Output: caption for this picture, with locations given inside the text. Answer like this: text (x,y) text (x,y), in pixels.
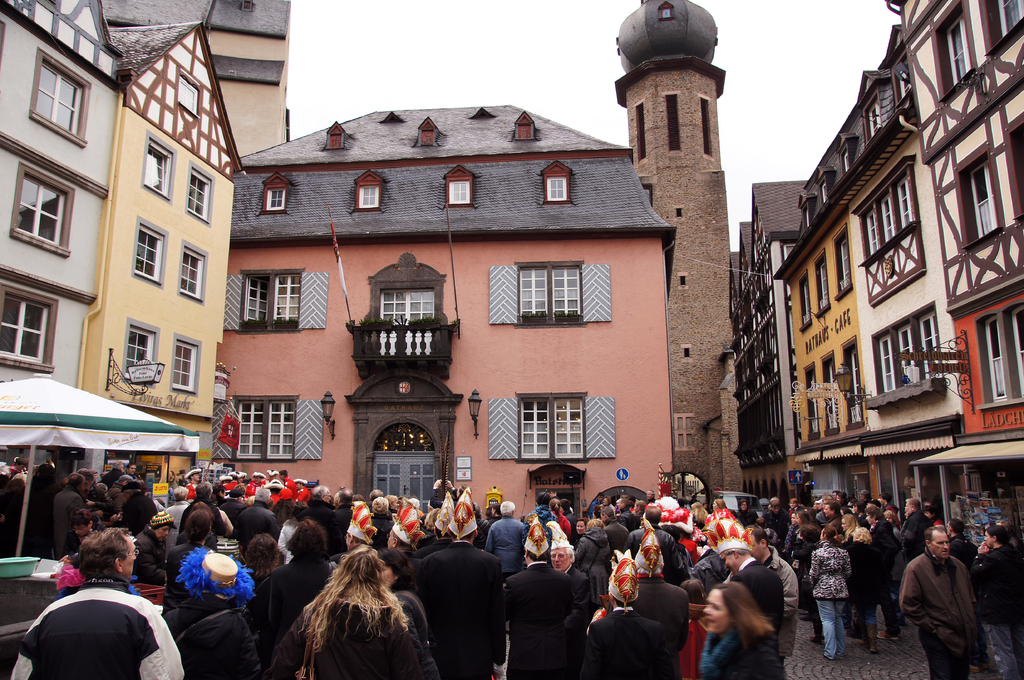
In this image, we can see people (733,569) on the road (808,646) and some are wearing caps (458,524). In the background (311,297), there are buildings (564,258) and we can see a tent (102,431), boards (164,491) and some other objects (32,577). At the top (377,37), there is sky (385,33).
